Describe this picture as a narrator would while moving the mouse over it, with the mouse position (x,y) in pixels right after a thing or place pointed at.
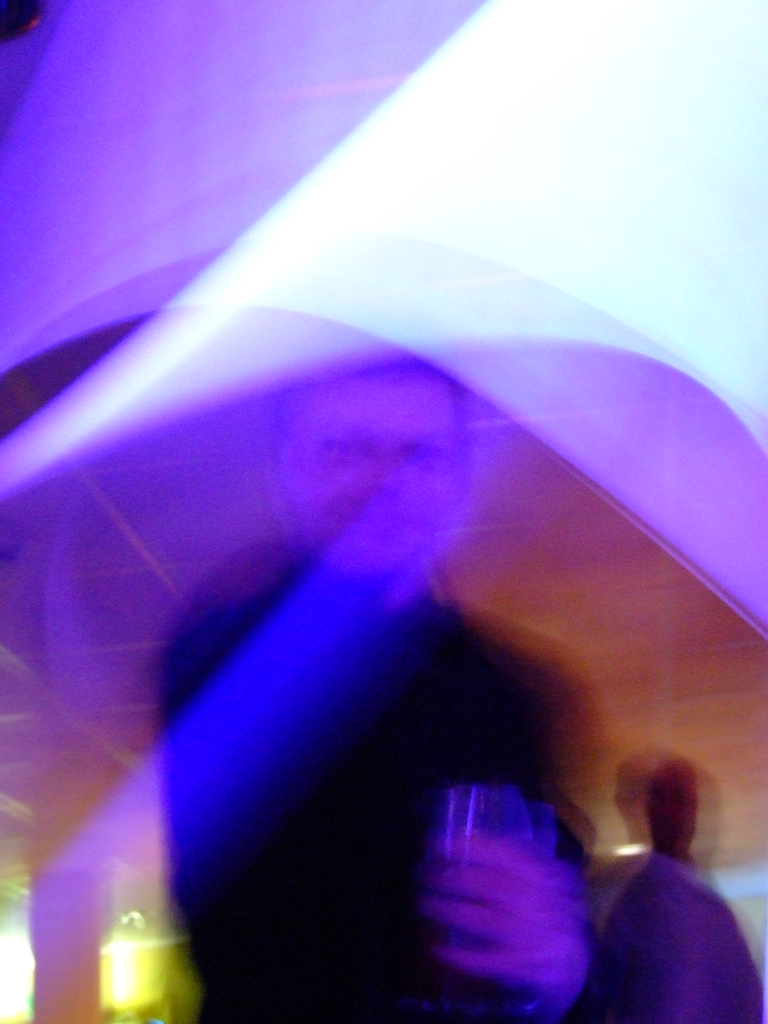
This is a blur image. At the bottom of the image (444,700) I can see two persons (511,684). One person (335,850) is holding a glass (498,809) in the hand (508,894).
